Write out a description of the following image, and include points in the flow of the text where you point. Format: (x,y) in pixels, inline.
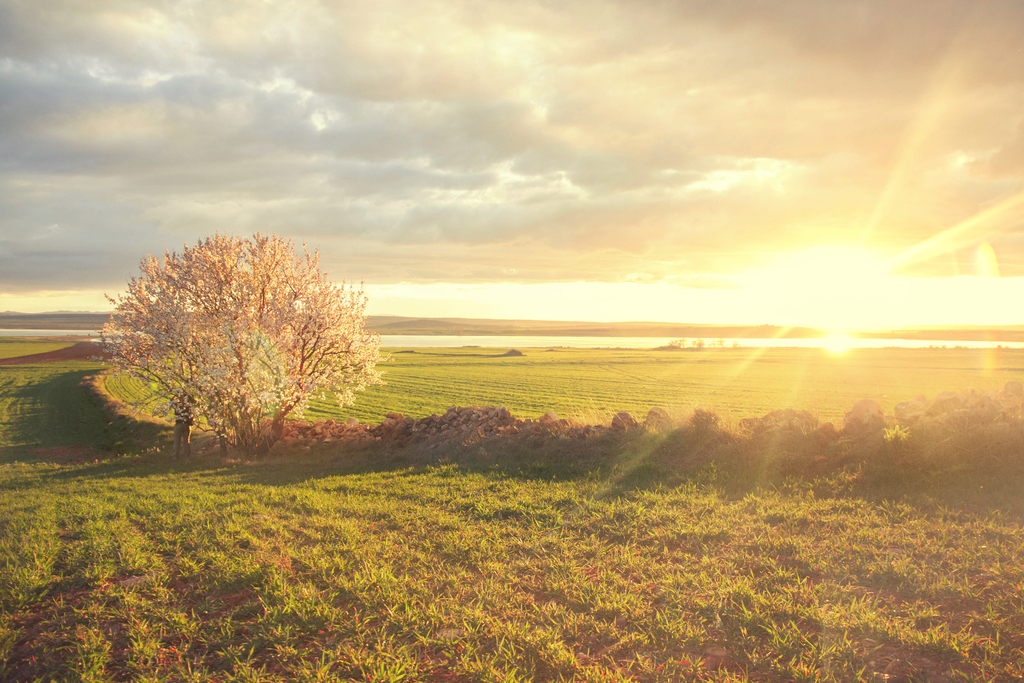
In this picture we can see some grass (38,461) on the ground (57,459). There is a tree (217,397) and some plants (933,451) on the path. We can see sun rays (815,309) in the sky (492,90). Sky (433,239) is cloudy.
